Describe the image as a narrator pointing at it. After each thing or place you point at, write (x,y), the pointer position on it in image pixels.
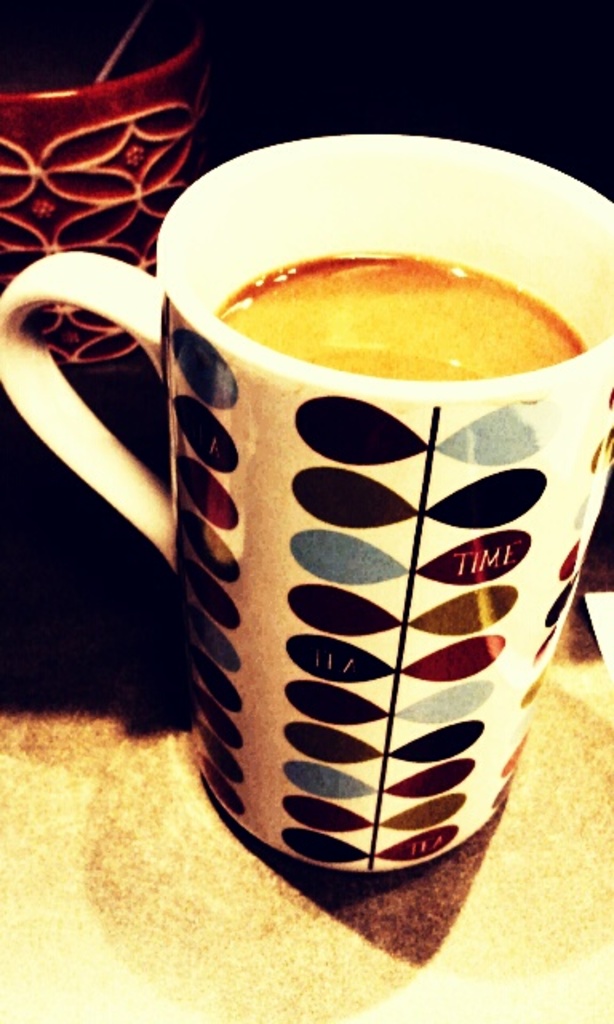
In this picture we can see few cups (344,254) and we can find drink (389,287) in the cup (289,410), also we can see dark background (498,118).
